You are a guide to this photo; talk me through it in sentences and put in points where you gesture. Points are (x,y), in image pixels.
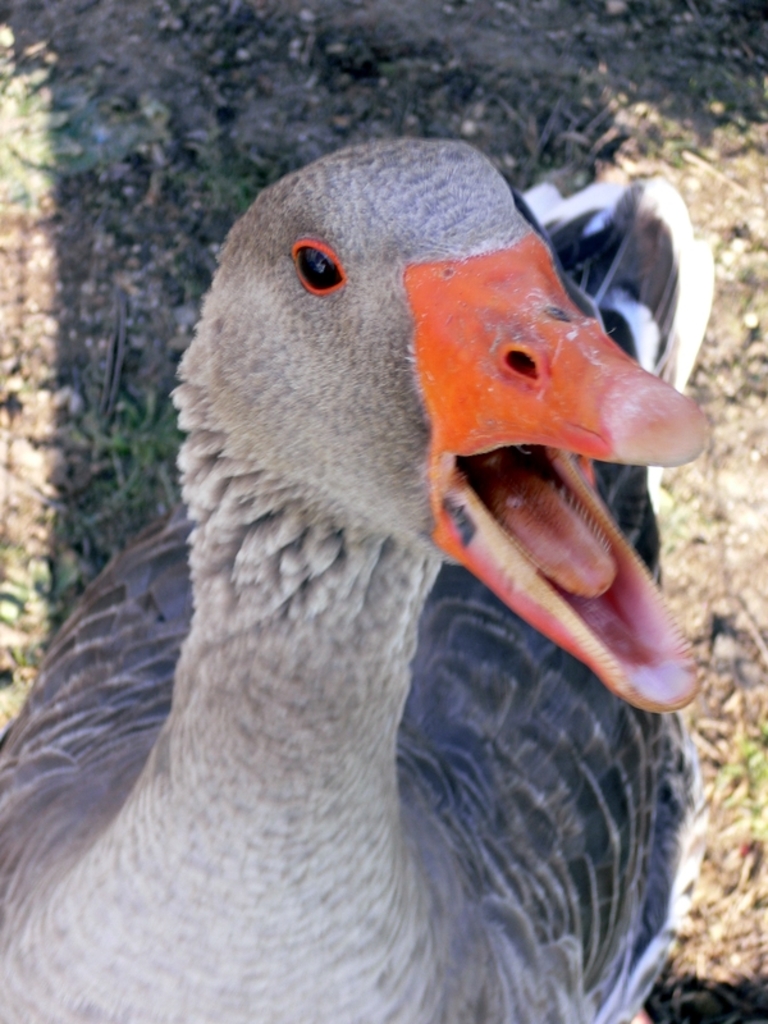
In this image there is a duck (523,343) which opens its mouth (544,471). At the bottom (703,755) there is ground (176,148) on which there are stones (154,101).
